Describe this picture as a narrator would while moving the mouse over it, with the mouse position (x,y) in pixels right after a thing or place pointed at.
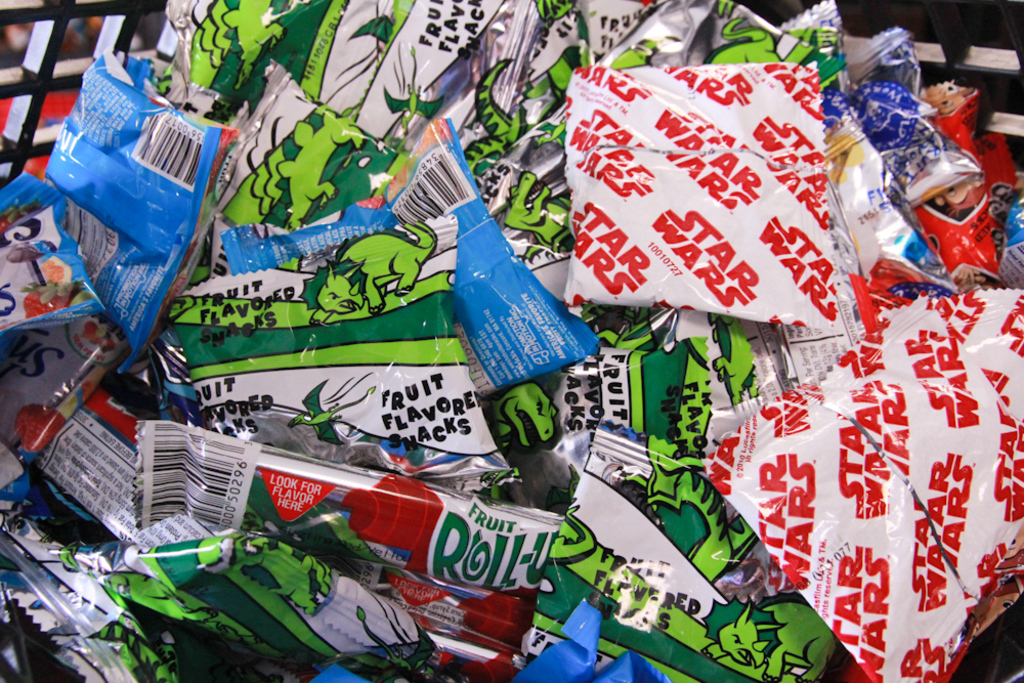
In the middle of this image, there are packets (224,510) in different colors arranged on a surface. On the top left (72,10), there is a fence (43,34). On the top right (961,23), there is a fence (953,7). And the background (885,9) is blurred.
